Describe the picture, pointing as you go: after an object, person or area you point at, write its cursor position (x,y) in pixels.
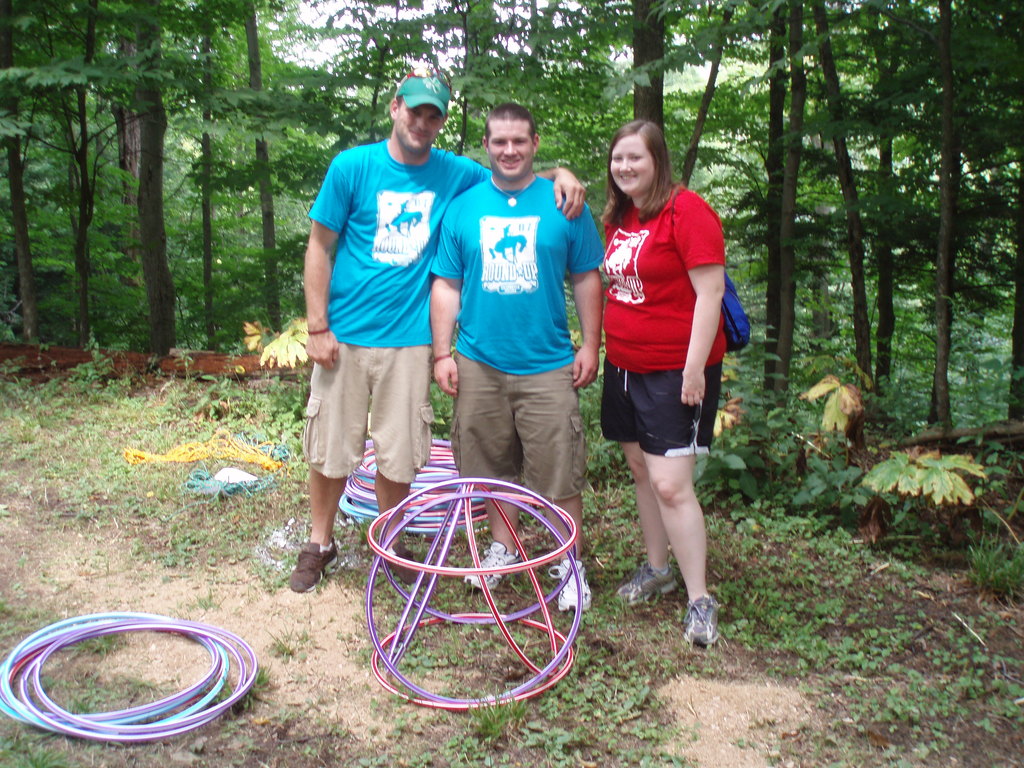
In this image we can see some people (497,410) standing on the ground (653,607). One woman (687,438) is wearing a bag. In the foreground of the image (539,690) we can see some rings (420,602) placed on the ground (325,693). On the right side of the image (869,529) we can see some plants (936,500). At the top of the image (812,81) we can see a group of trees (661,81) and the sky (446,57).
